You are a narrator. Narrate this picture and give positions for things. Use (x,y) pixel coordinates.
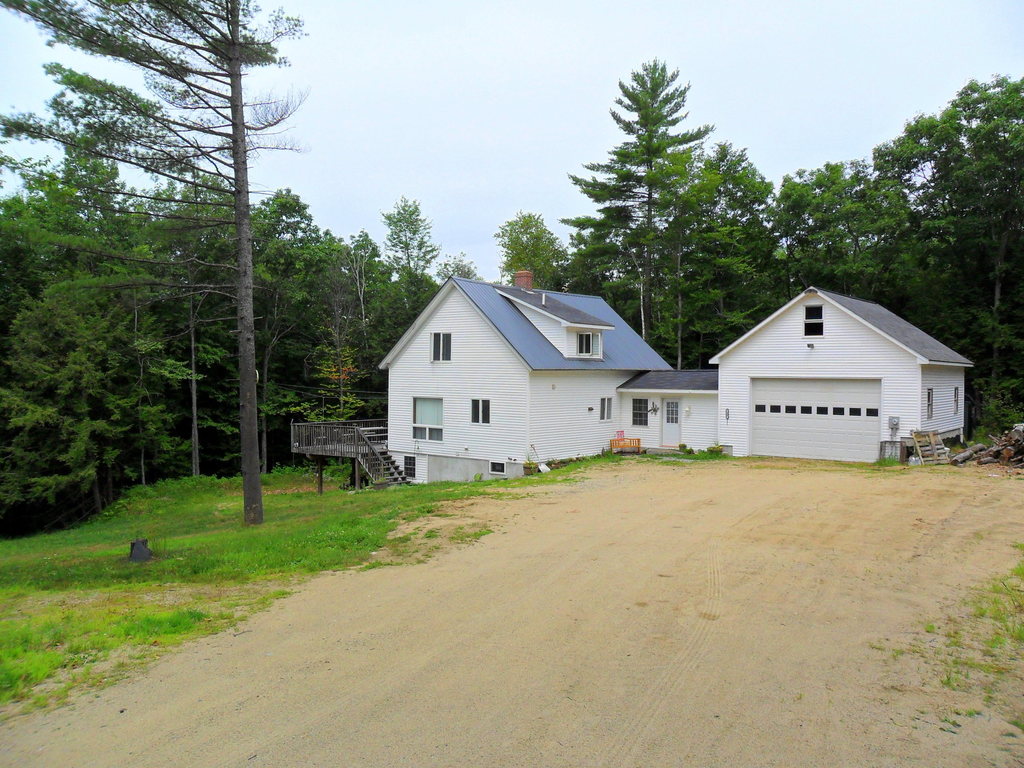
In the foreground of this image (642,581), there is the path (741,494) and the grass (93,621). In the background (821,399), there is a house (658,395), stairs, trees (952,188) and the sky (392,120).
